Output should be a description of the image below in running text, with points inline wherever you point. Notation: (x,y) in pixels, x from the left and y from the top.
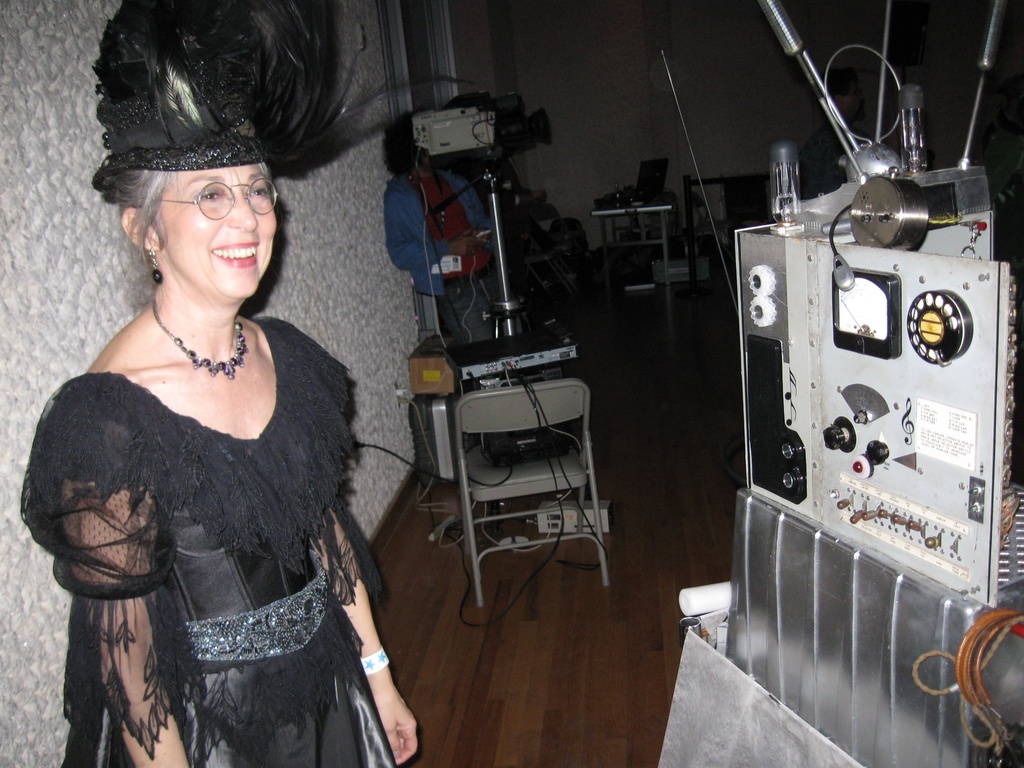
In this image there is a woman (196,503) with black dress (171,474) standing and smiling. At the right side (809,208) there is a machine (813,598) and at the middle (478,422) there is a chair (503,408), there is a person (397,183) standing behind the machine (983,566), at the back (657,240) there is a table (647,210), and at the left (302,225) there is a wall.
